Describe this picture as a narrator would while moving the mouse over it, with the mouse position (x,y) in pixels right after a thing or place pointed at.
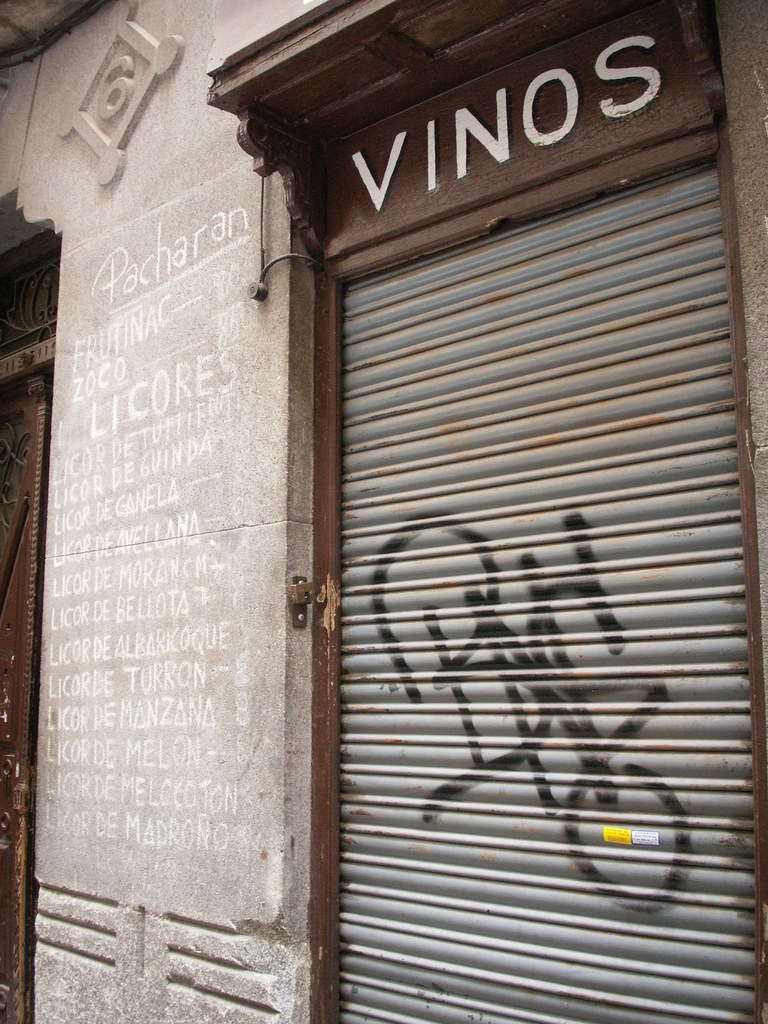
On the right side of the image (528,522) there is a shutter (528,765), beside that there is a wall (103,881).
